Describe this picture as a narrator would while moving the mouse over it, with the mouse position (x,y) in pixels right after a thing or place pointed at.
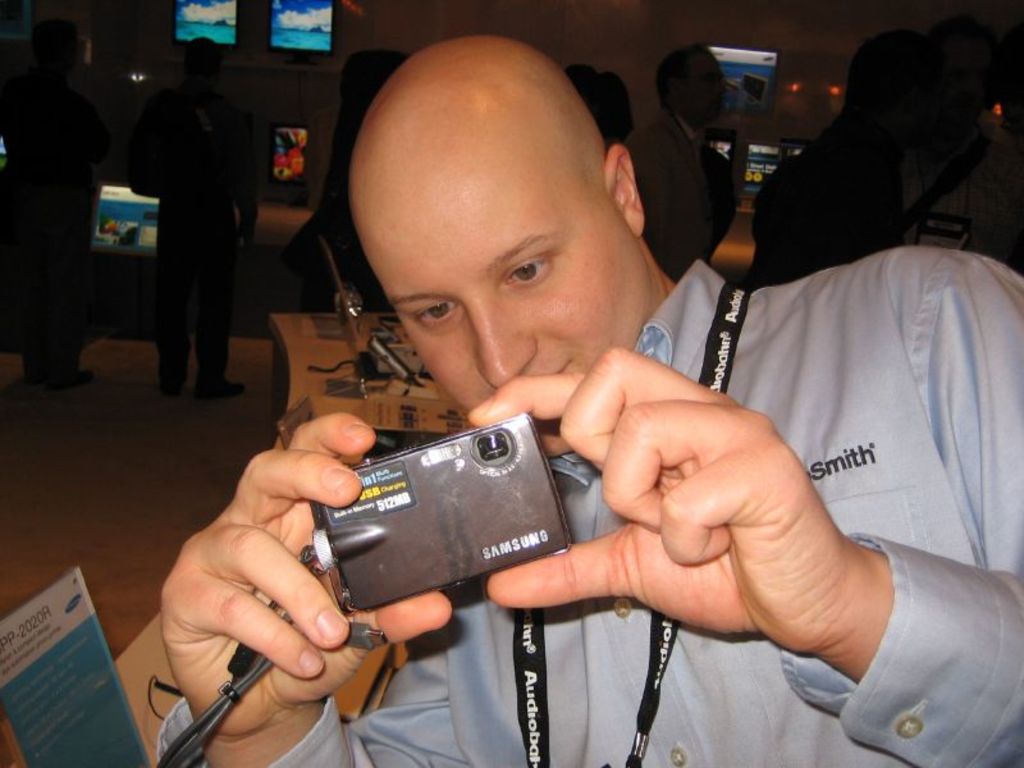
In this picture there is a man (576,574) taking a photo with his digital camera (417,536) in his hands (593,570). In the background (768,180) there are some people (148,186) standing and televisions (301,28) were attached to the wall (437,20) here.
